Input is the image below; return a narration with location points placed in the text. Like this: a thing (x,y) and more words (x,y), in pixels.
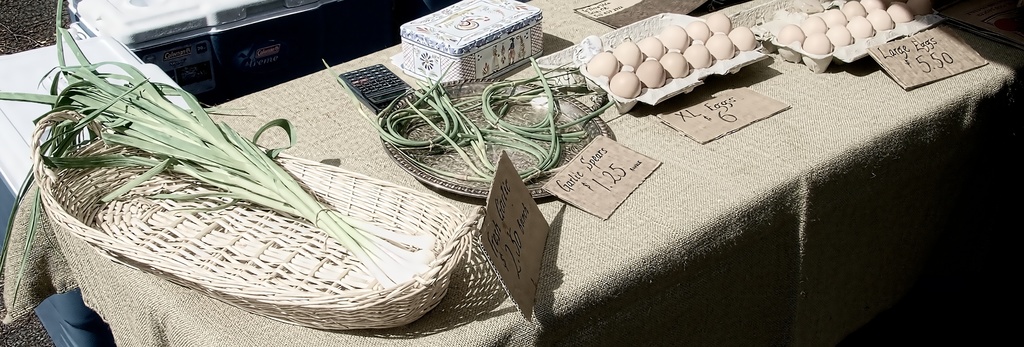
In this image I can see the table (580,296) covered with the sheet (711,232). On the table (642,226) I can see the tray (726,70) with eggs (738,45), box (470,14), calculator (375,87) and some items (434,168) in the plate (420,175). To the side I can see two more boxes (140,52).
